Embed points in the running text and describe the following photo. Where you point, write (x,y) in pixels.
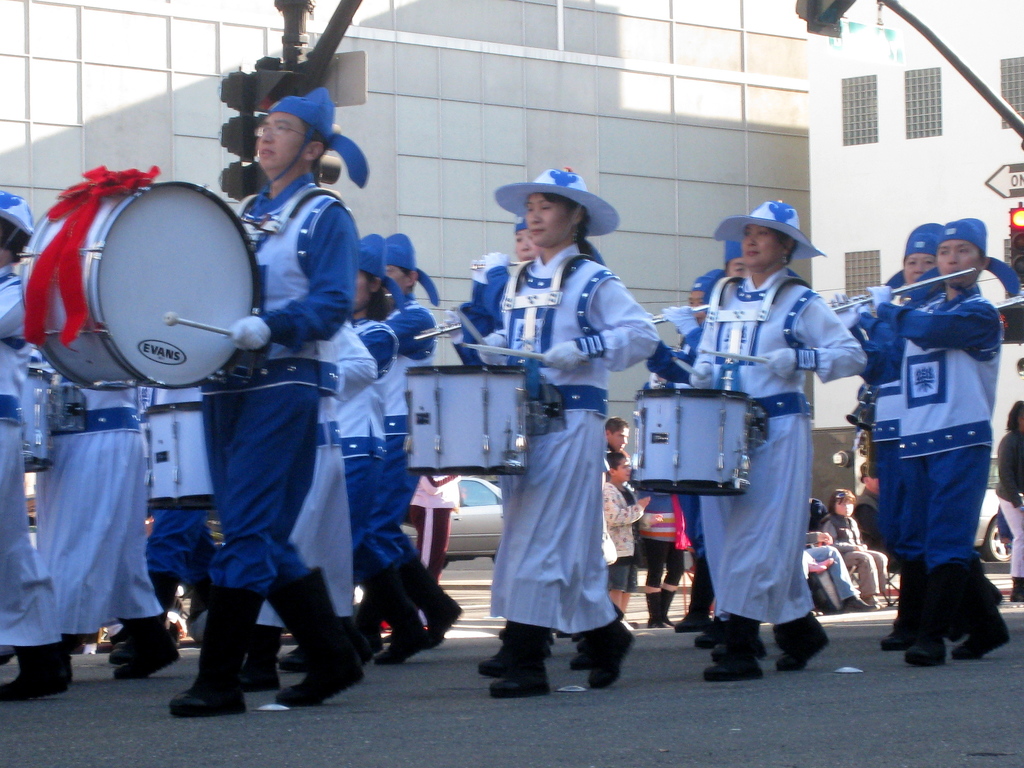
In this image I can see people (599,539) playing musical instruments (120,370), they are wearing a costume (583,537). Other people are sitting at the back (1002,413) and there is a car (465,539) and buildings (498,171). There is a traffic signal (1016,246) on the right (1009,217).
